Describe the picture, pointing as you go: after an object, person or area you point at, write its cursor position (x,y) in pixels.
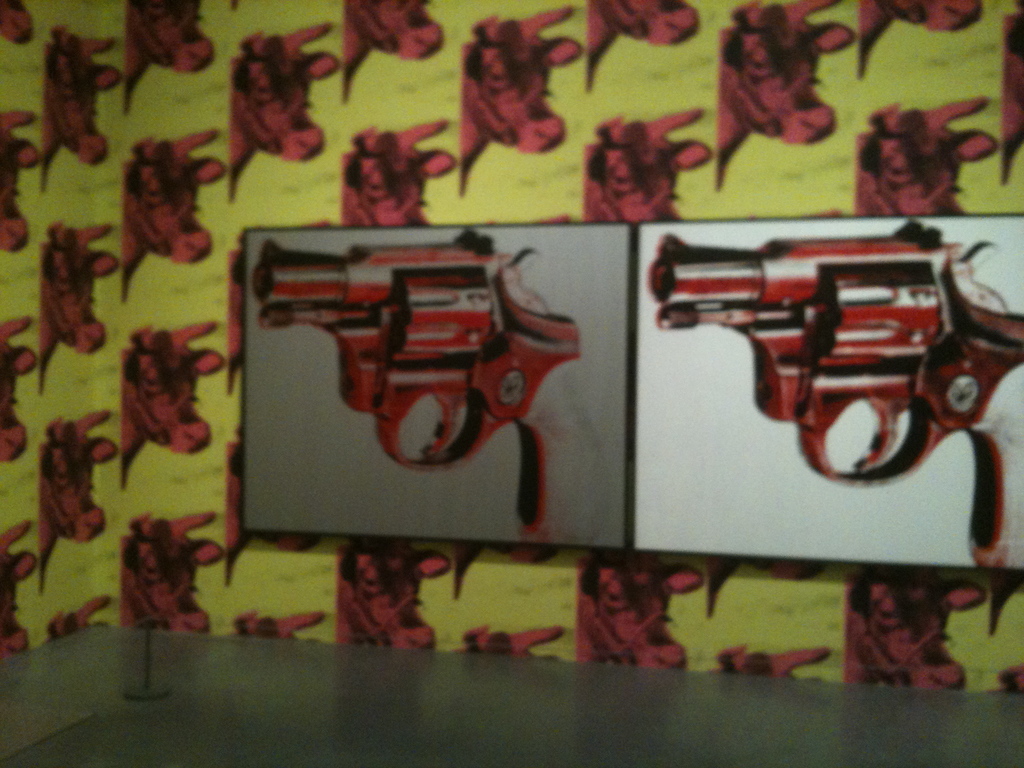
In this image I can see photos (521,370) of guns (784,405) on the wall (540,87). Here I can see an object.
